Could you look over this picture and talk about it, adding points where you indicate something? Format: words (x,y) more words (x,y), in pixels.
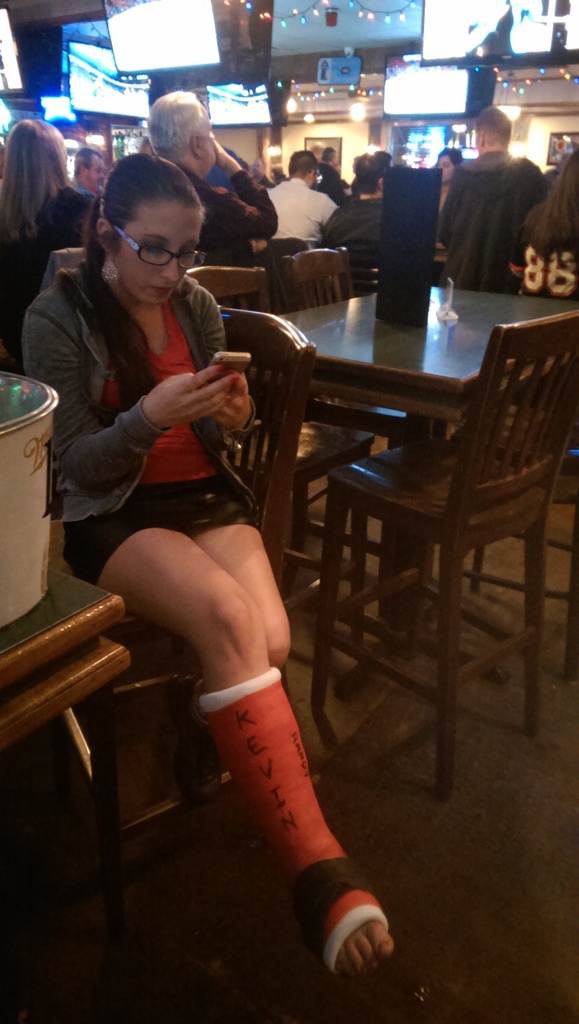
A woman (42,312) is sitting in a chair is holding mobile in her hand (228,376). There are some people (474,191) behind her in a restaurant (423,183).
